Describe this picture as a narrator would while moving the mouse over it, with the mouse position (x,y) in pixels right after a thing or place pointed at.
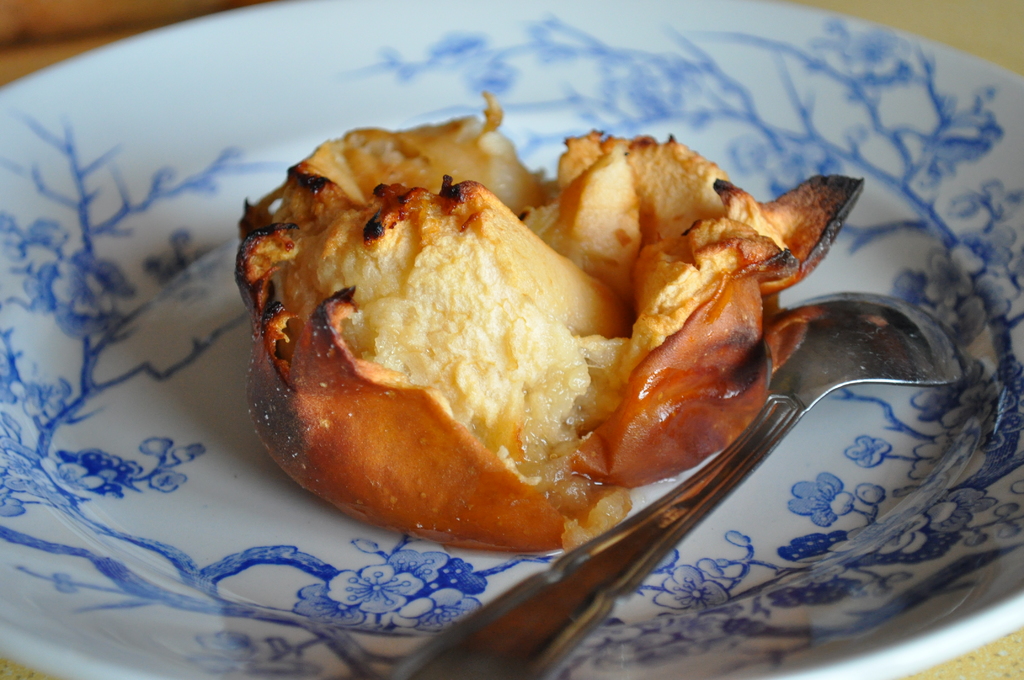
In this picture, we see a white plate (195,492) containing edible (363,336) and spoon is placed on the table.
